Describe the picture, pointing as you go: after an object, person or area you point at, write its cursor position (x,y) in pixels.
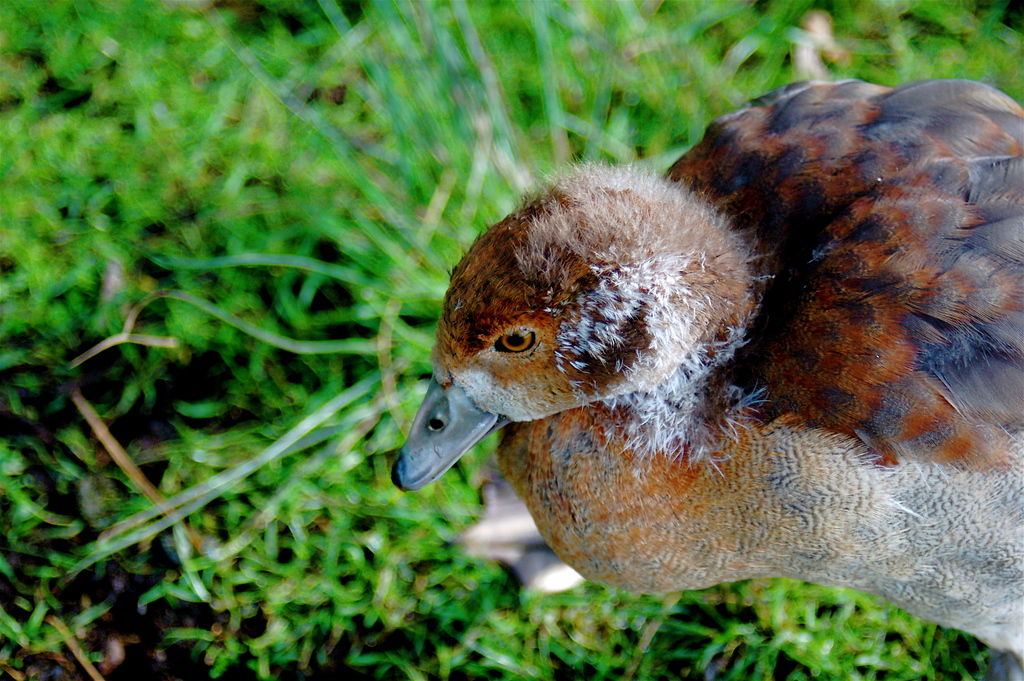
In this image we can see a duck (763,402) standing on a grass field (366,463).
